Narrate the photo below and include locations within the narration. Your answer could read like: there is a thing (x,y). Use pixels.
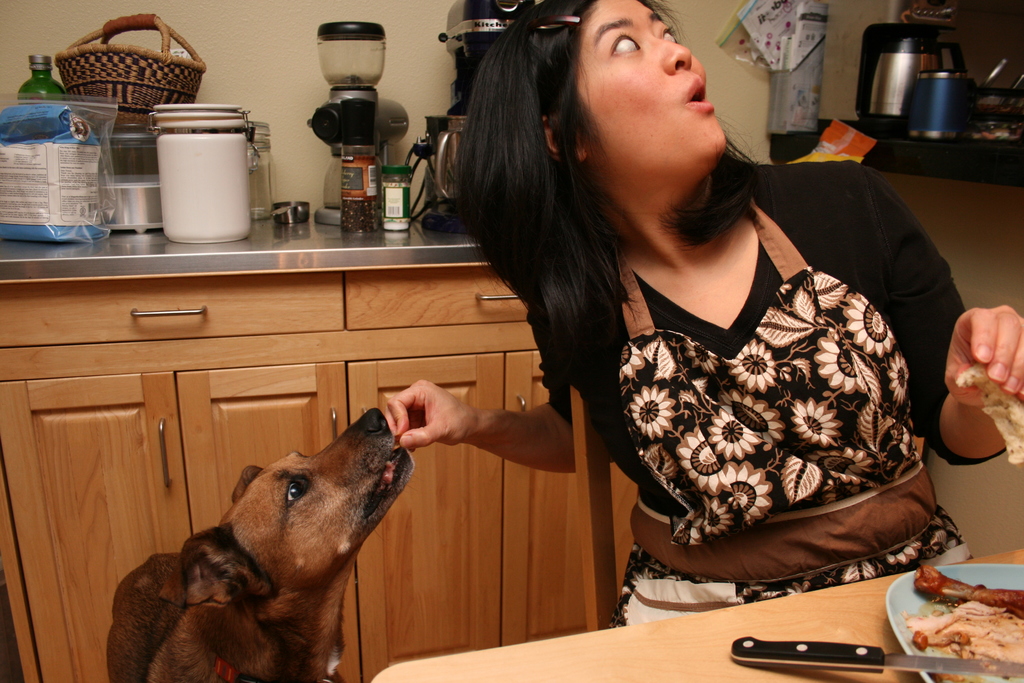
In this picture, we can see a lady (543,286) feeding a dog (332,664) and we can see the table (793,612) with some objects (940,598) on it like a plate (1001,567) with some food items (1005,606), knife (769,652) and we can see cupboards (10,577), and some objects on the surface (231,241) like box (218,144), bag (101,112), basket (194,60) and we can see some objects (893,109) in the top right corner (938,108) like coffee maker (946,24), glass (928,116) and we can see the wall (971,44).
